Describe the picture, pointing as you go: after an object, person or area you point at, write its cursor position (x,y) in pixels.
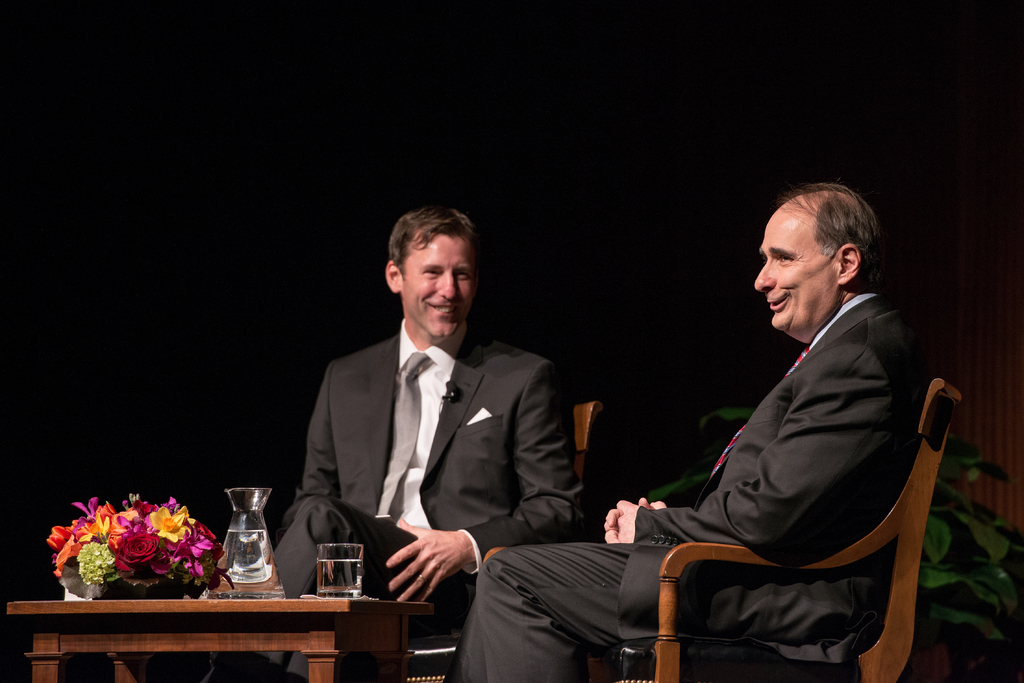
In this picture we can see two men (417,366) sitting on chair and smiling, they both wore blazer (378,398), tie (417,407) and in front of them there is table (414,602) and on table (234,627) we can see glass (337,552), jar (224,597), flowers (139,530) and in background (295,162) it is dark.
